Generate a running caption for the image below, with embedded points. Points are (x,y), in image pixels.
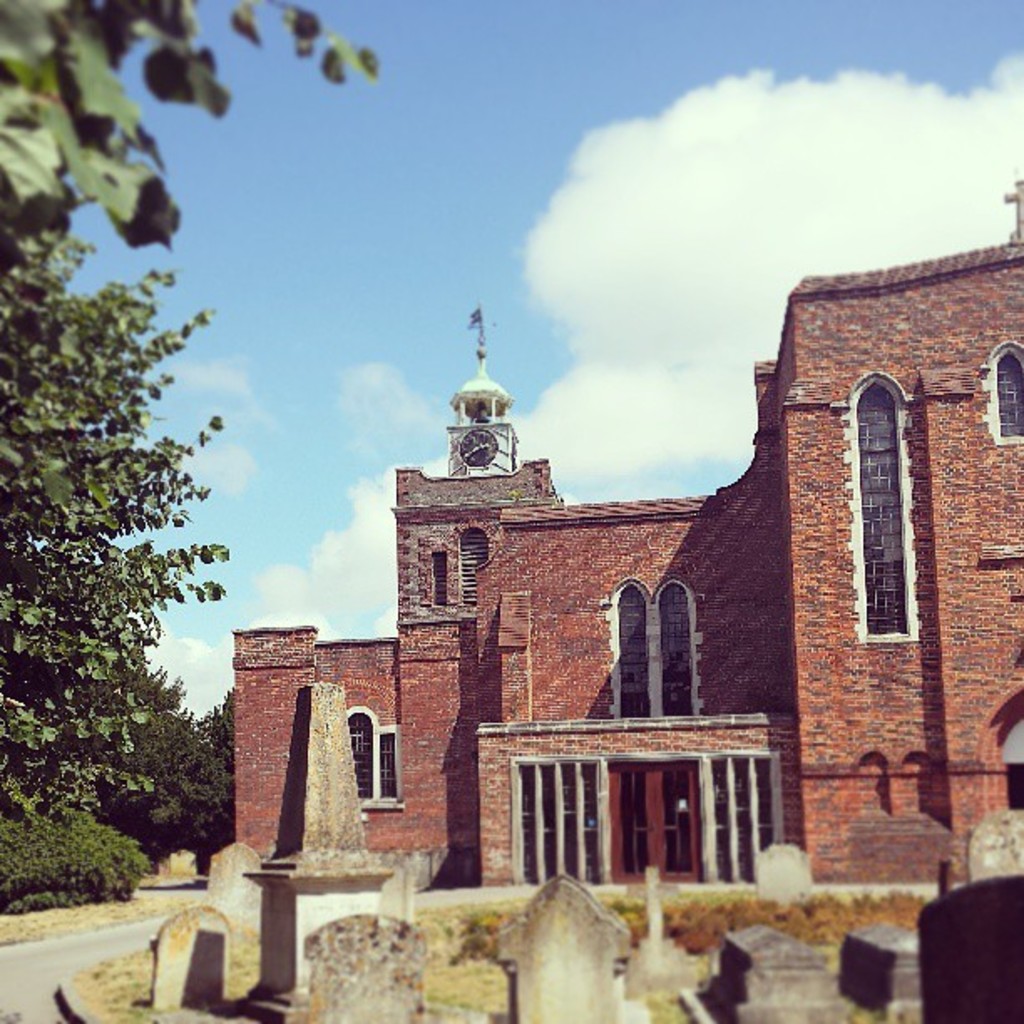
This picture is clicked outside. In the foreground (237,959) we can see the graves like objects (521,963) and we can see the headstones (368,955). In the center (526,634) we can see a building (776,651) and a clock (485,453) hanging on the wall (503,446) and we can see the flag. On the left (135,214) we can see the trees (137,770) and plants (60,838). In the background (331,165) we can see the sky (734,189) with the clouds (755,207).
